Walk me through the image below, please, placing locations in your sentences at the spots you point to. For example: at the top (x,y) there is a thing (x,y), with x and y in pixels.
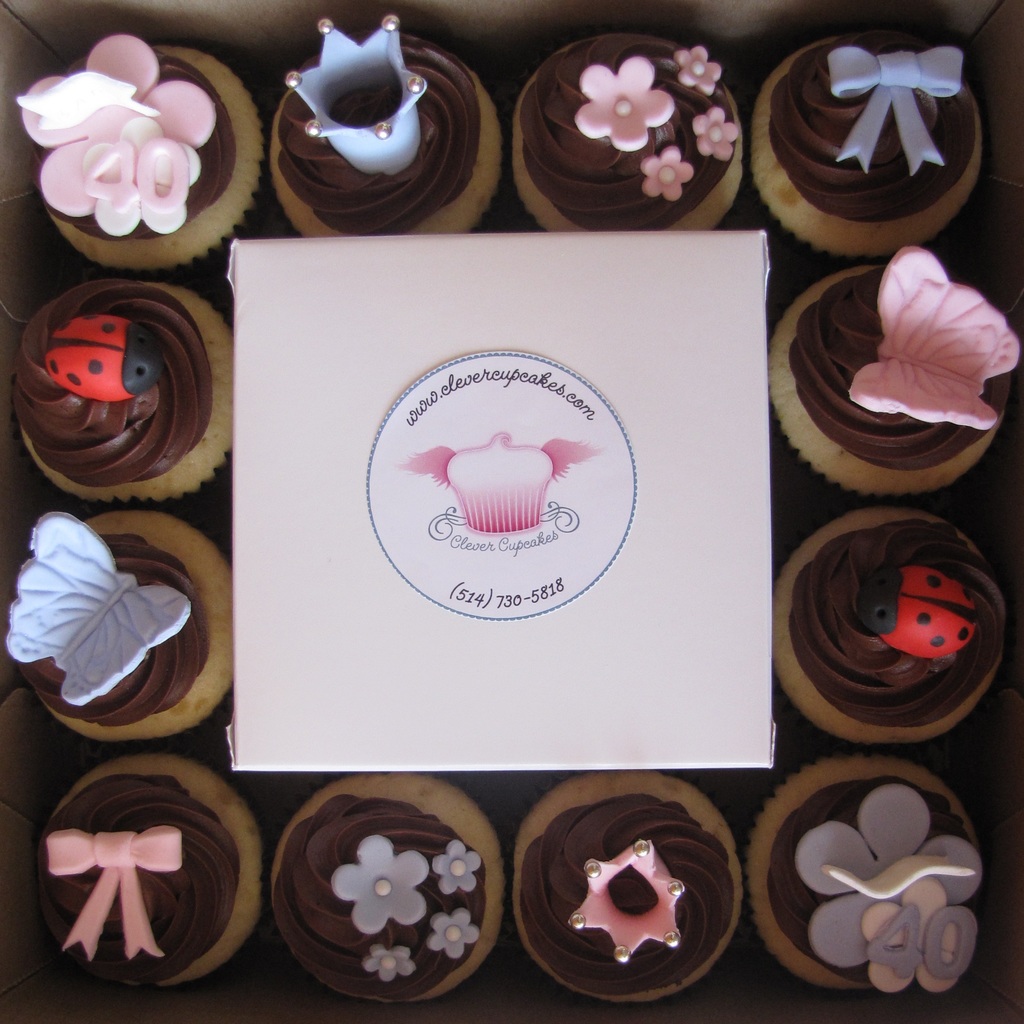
In this picture we observe many cupcakes (70,140) which are designed beautifully and in the middle (404,638) we observe a poster (406,652) which is named as CLEVER CUPCAKES.
